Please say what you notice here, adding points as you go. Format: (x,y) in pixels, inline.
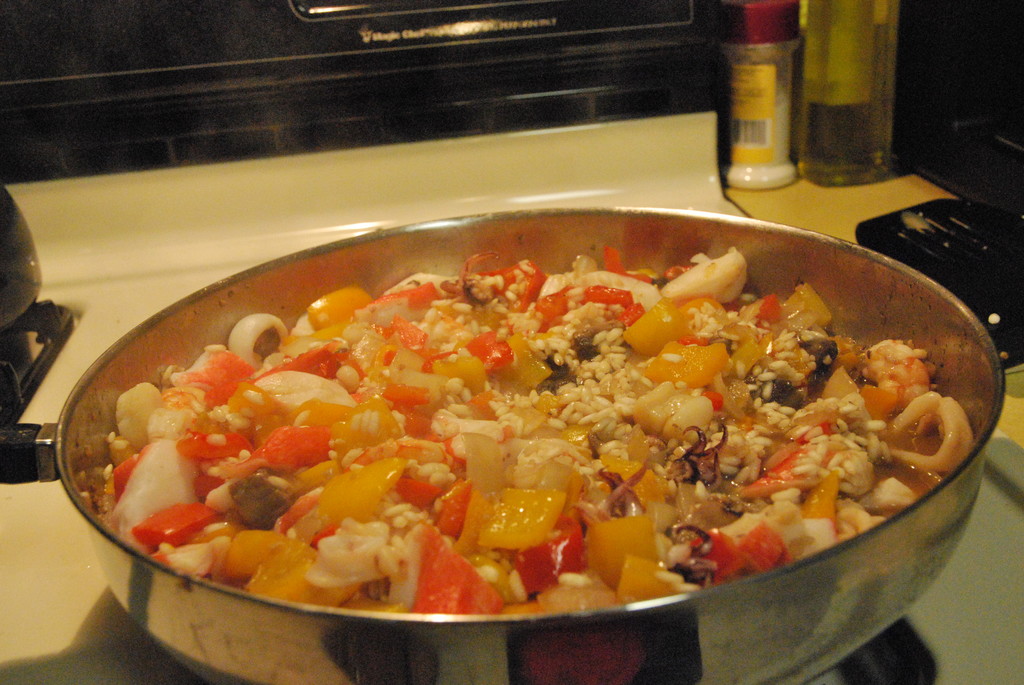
In the middle of the image (642,292) there is a pan (864,320) with food items (818,495) in it. And the pan (345,675) is on the stove (50,329). To the left corner of the image (6,249) there is a black item (8,236) on it. To the right corner of the image (805,96) there are two bottles (754,114).
